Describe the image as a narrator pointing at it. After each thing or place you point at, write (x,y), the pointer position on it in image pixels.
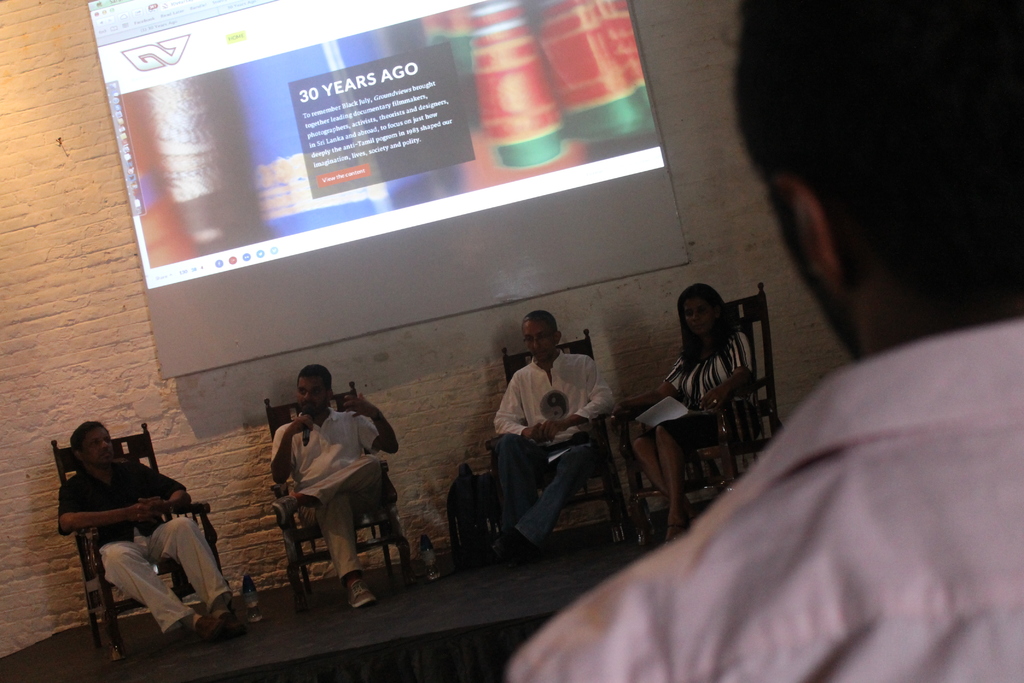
In this image we can see people (692,438) sitting. The man (340,436) sitting in the center (348,418) is holding a mic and there are bottles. On the right (858,561) there is a man (860,449). In the background (496,283) we can see a screen (129,158) placed on the wall (43,328).
